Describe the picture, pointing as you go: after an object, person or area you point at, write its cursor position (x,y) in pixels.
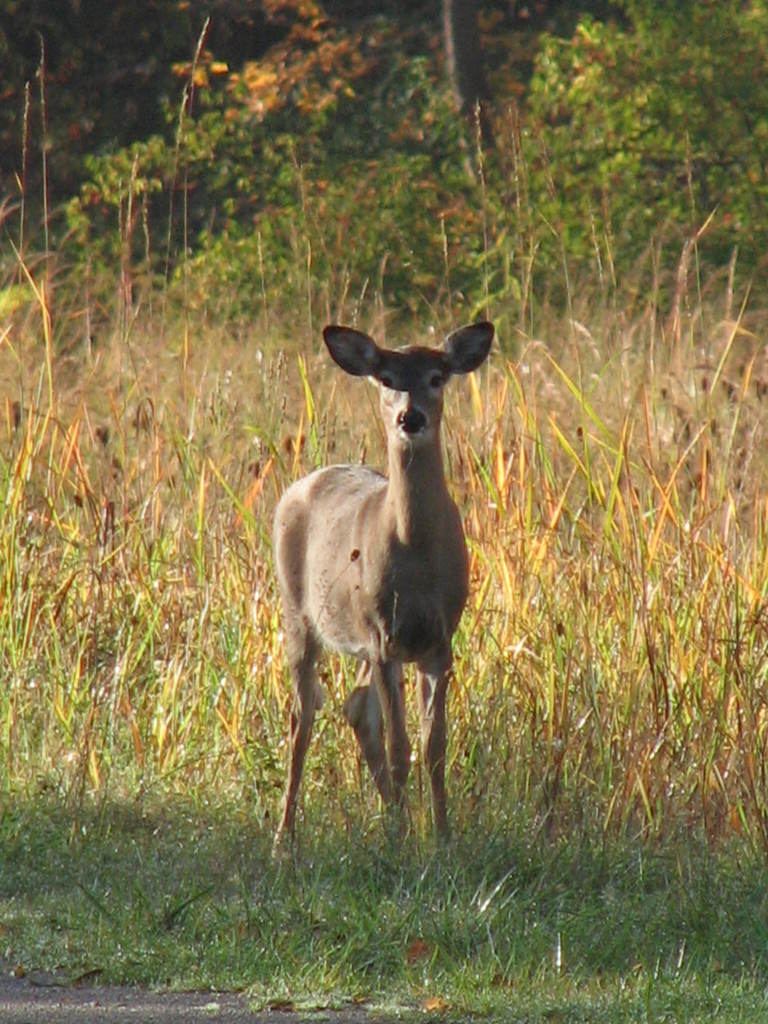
In the foreground of the picture (468,389) we can see grass (431,904) and deer (377,504). In the background (303,108) there are plants (234,120) and trees (170,43).
